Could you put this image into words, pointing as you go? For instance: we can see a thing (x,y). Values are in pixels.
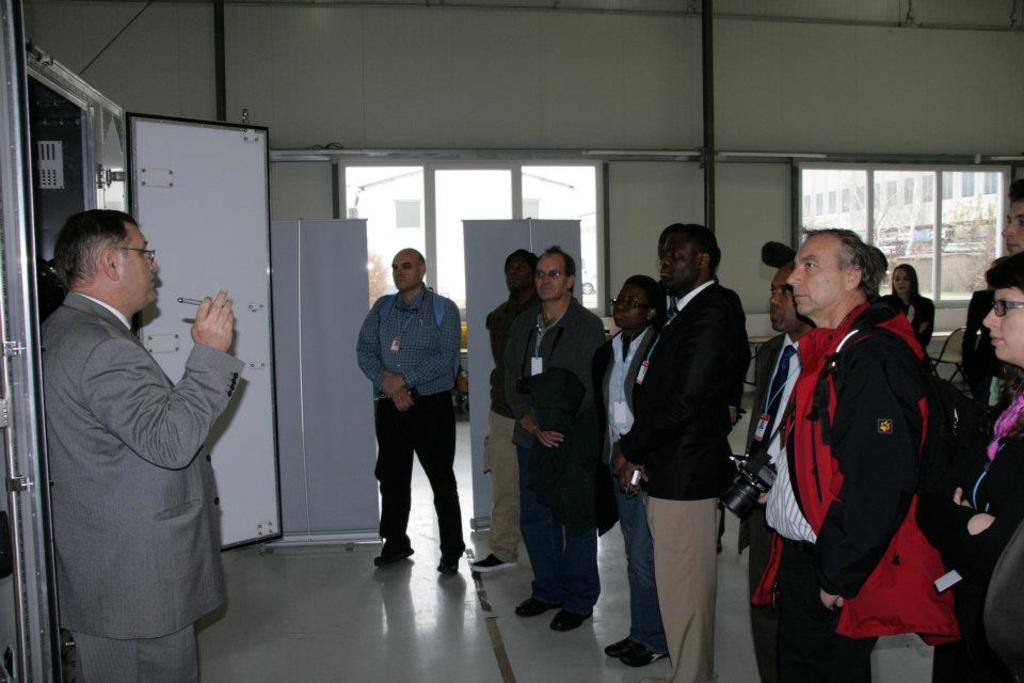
In the bottom left side of the image (88,592) a man (123,652) is standing and holding a pen (197,306). In front of him few people (970,641) are standing and watching. Behind him there is a wall (265,31), on the wall (265,31) there is a door (180,128). At the top of the image (404,2) there is a wall (299,172), on the wall (302,189) there are some glass windows (962,217). Through the windows (352,207) we can see some trees (972,222) and buildings (376,242). Behind them there are two banners (311,242) and chairs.
